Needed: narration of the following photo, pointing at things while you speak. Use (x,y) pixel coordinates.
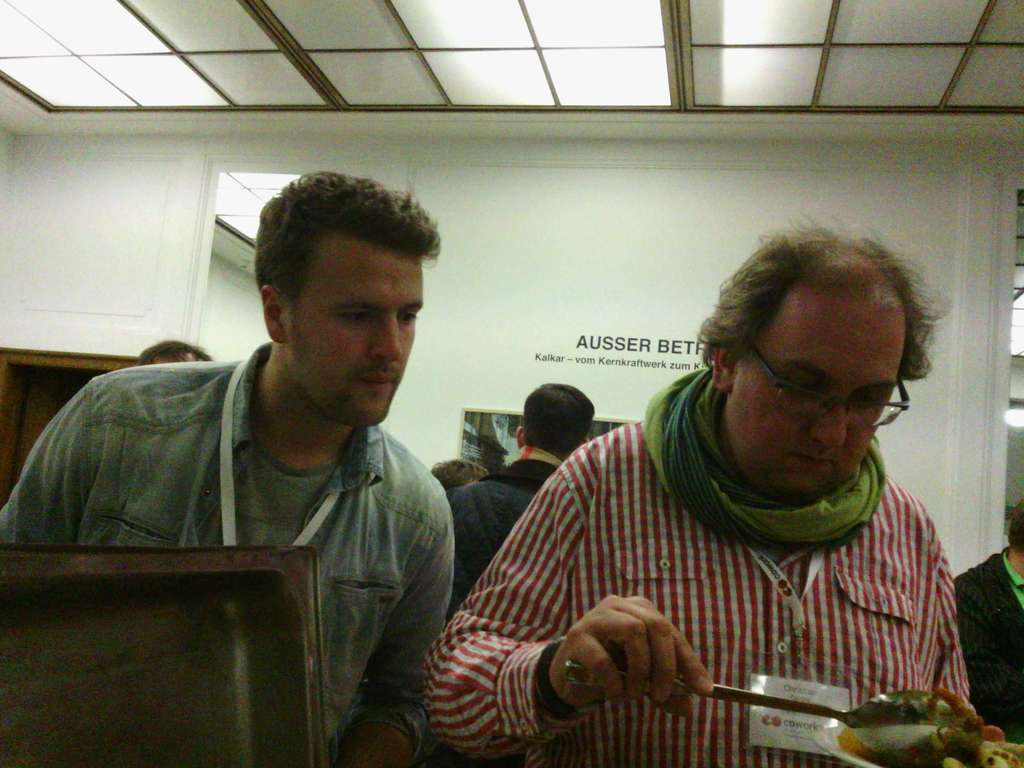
In this image in the foreground (737,605) there are two persons (578,591) who are standing and one person (785,714) is holding a plate (844,724) and serving food (941,738). In the background (625,243) there is a wall (562,380) and some persons (469,521) are standing, on the top (437,90) there is ceiling (187,62).
